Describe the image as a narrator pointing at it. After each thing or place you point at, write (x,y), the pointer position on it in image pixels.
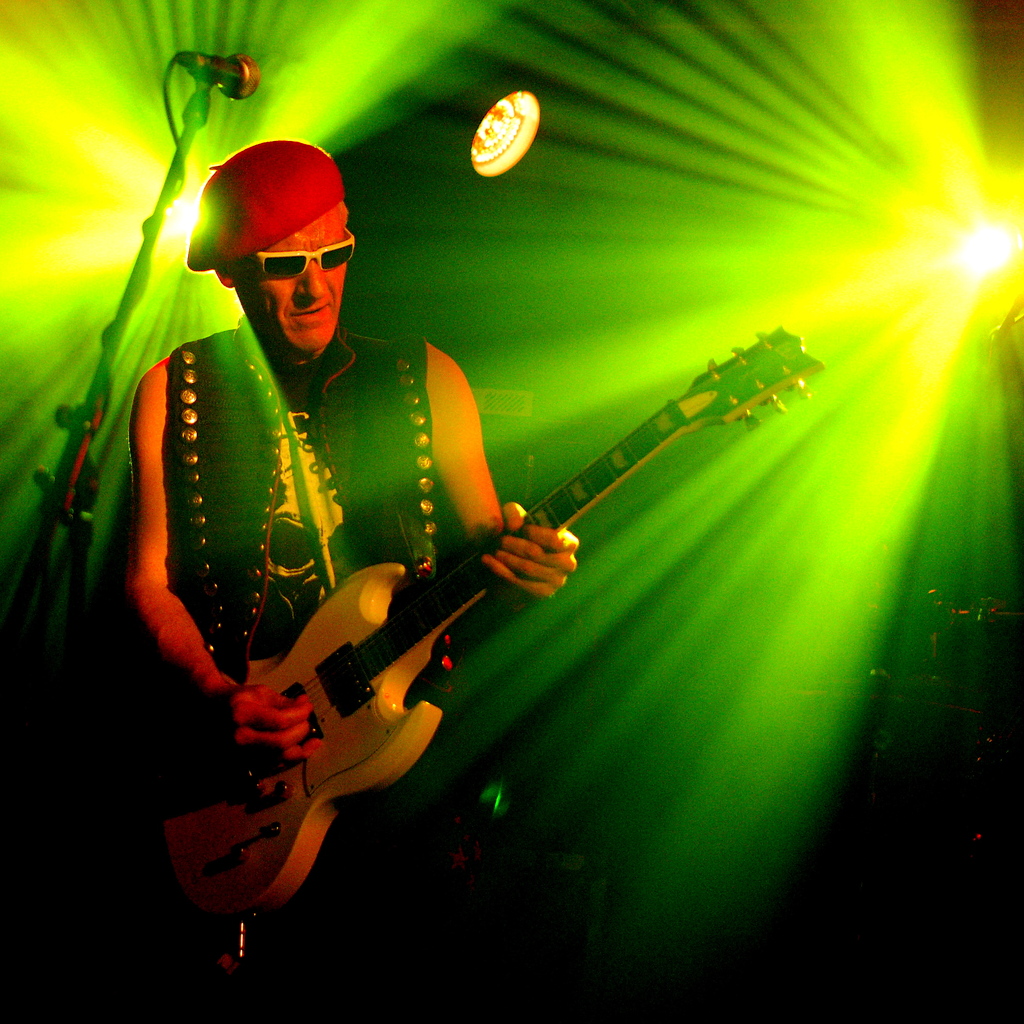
In this image on the left (313,562), there is a man (346,515) he is playing guitar (477,593) and there is mic (209,76) and mic stand (54,486). In the background (127,104) there are focus lights (943,261).
